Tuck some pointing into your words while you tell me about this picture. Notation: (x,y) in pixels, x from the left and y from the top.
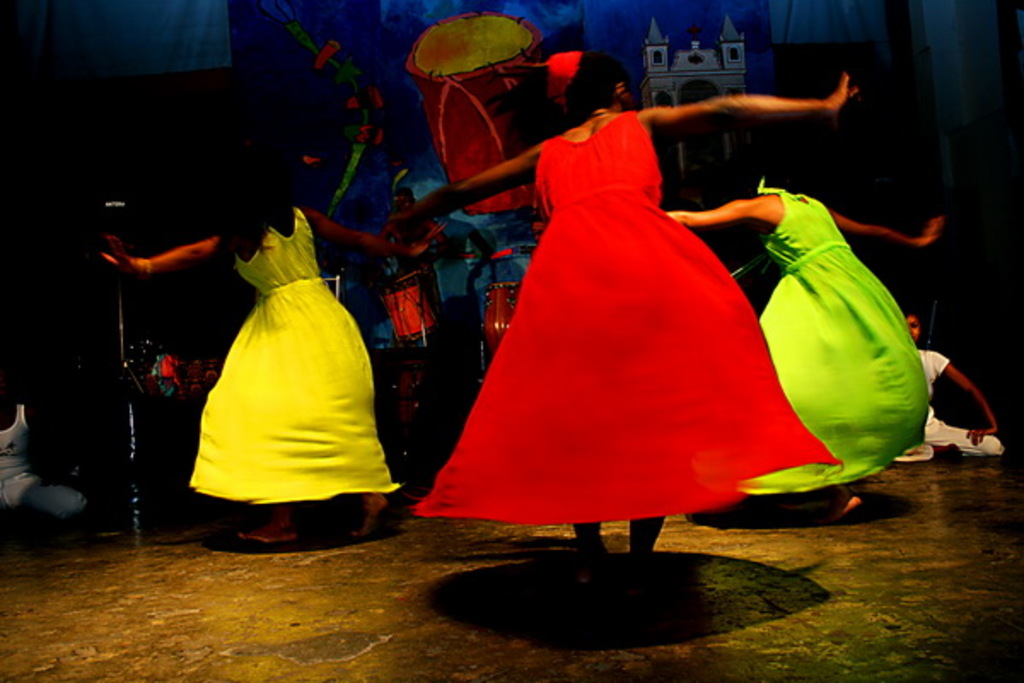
These three women (609,424) wore frock (674,395) and dancing. Background (502,312) there are musical drums (418,312). On this banner (653,31) there is a musical drum (448,141) and a building (692,142). Here we can see two people (2,434).
